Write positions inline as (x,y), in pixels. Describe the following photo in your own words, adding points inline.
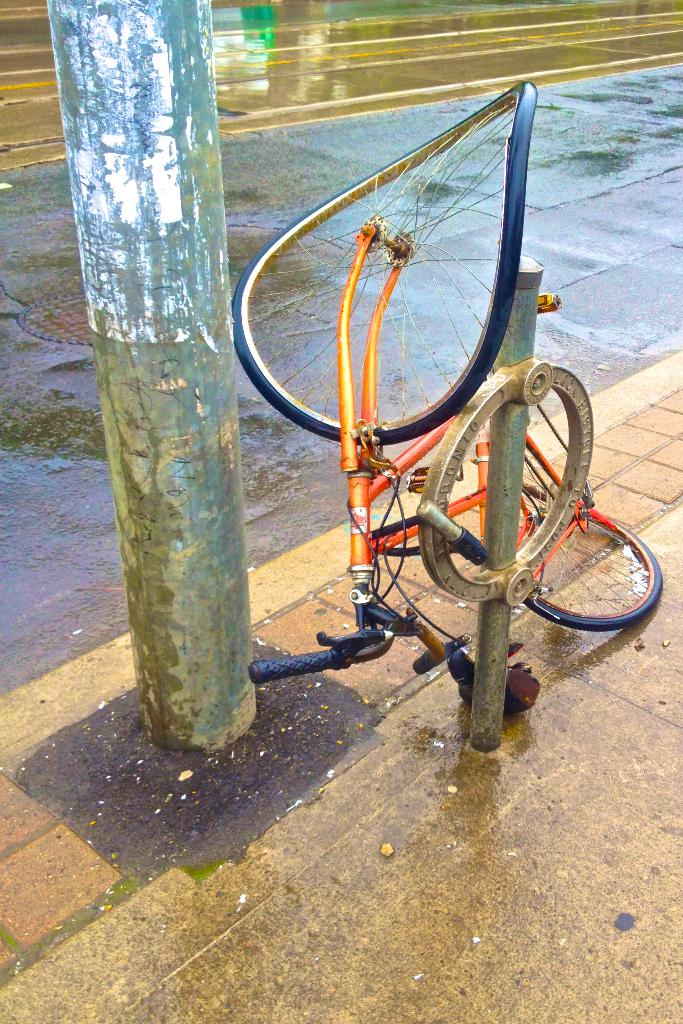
This picture contains a bicycle (467,367), which is in orange color. Beside that, we see an iron pole (194,582). Beside that, we see the road (25,393). In the background (263,108), we see tram tracks (406,39) and this picture is clicked in the city (305,591).
